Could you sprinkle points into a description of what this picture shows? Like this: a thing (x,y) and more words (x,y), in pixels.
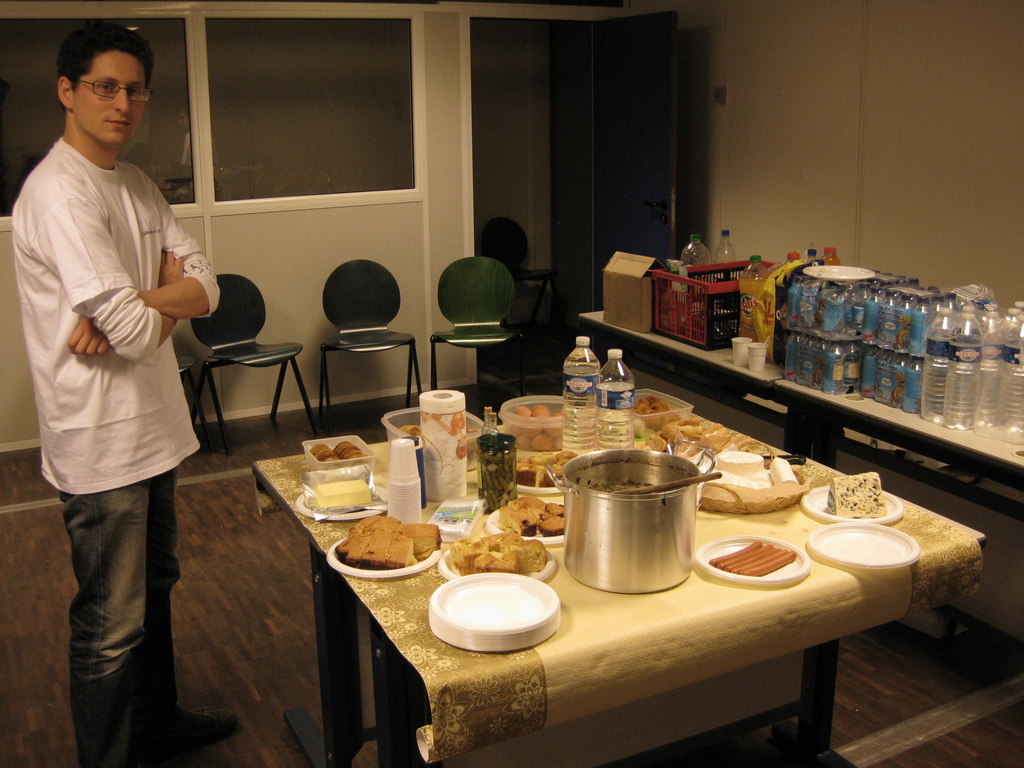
In the image a man (161,291) is standing and smiling. Bottom of the image (426,559) there is a table (402,733) on the table (402,766) there are some dishes (645,431) and water bottles (591,373) and there are some plates (882,532) and cups (412,513). Top right side of the image (807,173) there is a wall (788,108) and door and there are some chairs (190,380). Bottom right side of the image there is a table (720,362) on the table (765,390) there are some water bottles (927,353) and cups (753,364).
